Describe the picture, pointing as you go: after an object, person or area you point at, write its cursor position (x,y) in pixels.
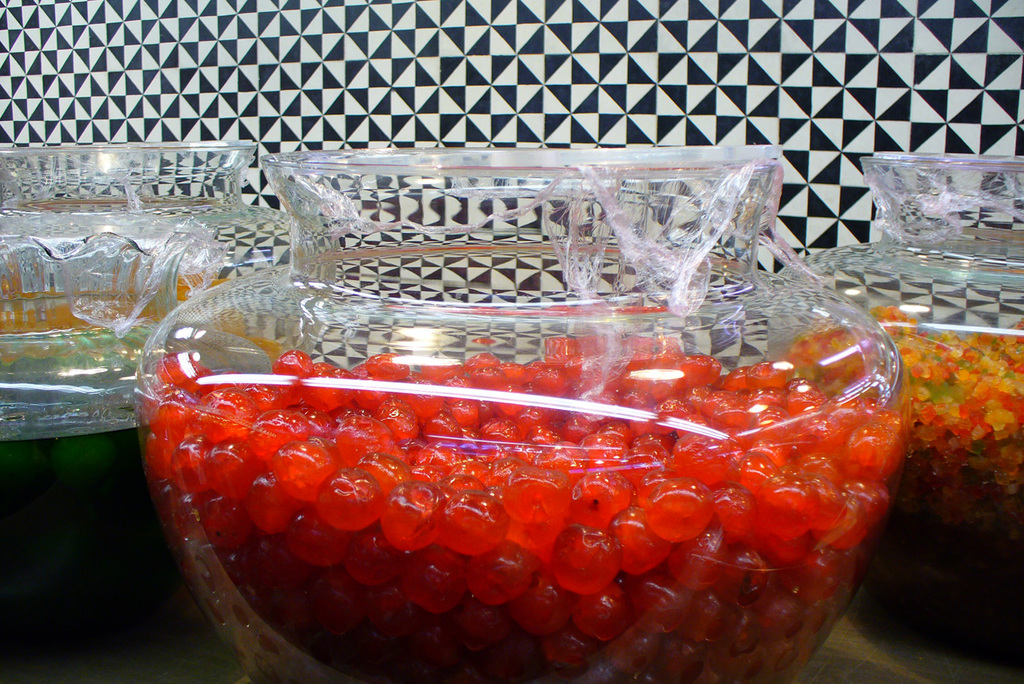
In this image, we can see a glass bowl (594,408) with some eatable things (531,518). At the bottom (872,673), there is a surface (855,671). Background (471,80) we can see a wall (499,80).
